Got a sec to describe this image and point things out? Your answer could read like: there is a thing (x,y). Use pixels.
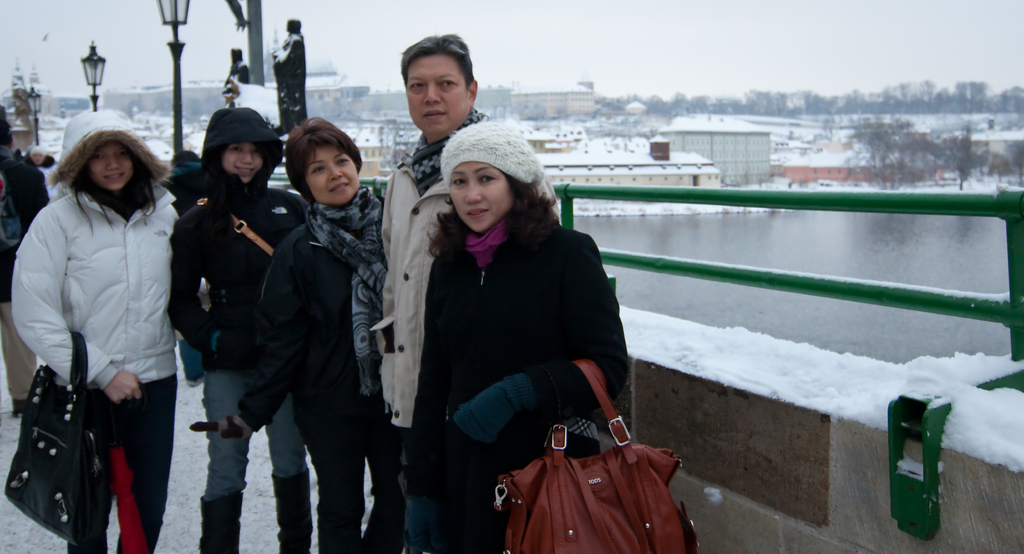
In this picture there are several people (478,175) standing and in the background (583,162) we observe there are buildings (677,154) covered with snow (699,157).
